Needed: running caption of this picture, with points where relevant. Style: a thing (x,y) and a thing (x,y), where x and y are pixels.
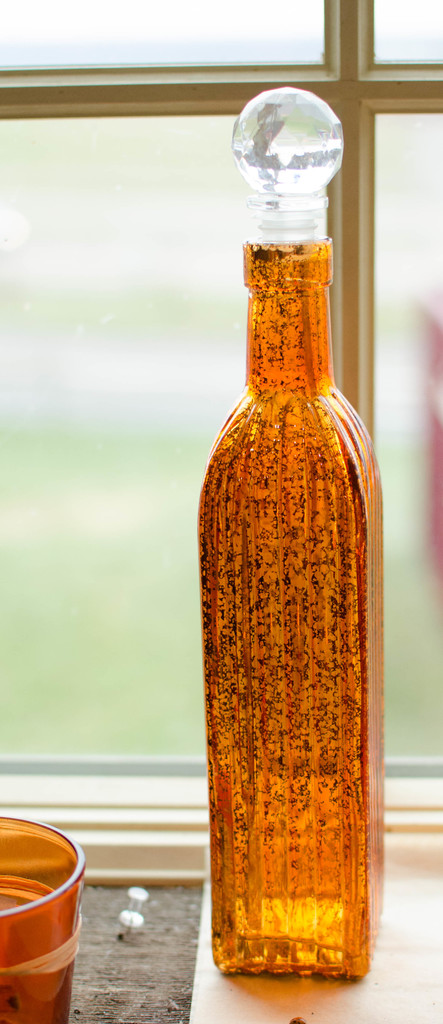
In this image, In the right side (313,300) there is a bottle (252,401) which is in yellow color, In the left side (51,917) there is a glass (2,986) in yellow color, In the background (55,535) there is a glass window (73,350).
